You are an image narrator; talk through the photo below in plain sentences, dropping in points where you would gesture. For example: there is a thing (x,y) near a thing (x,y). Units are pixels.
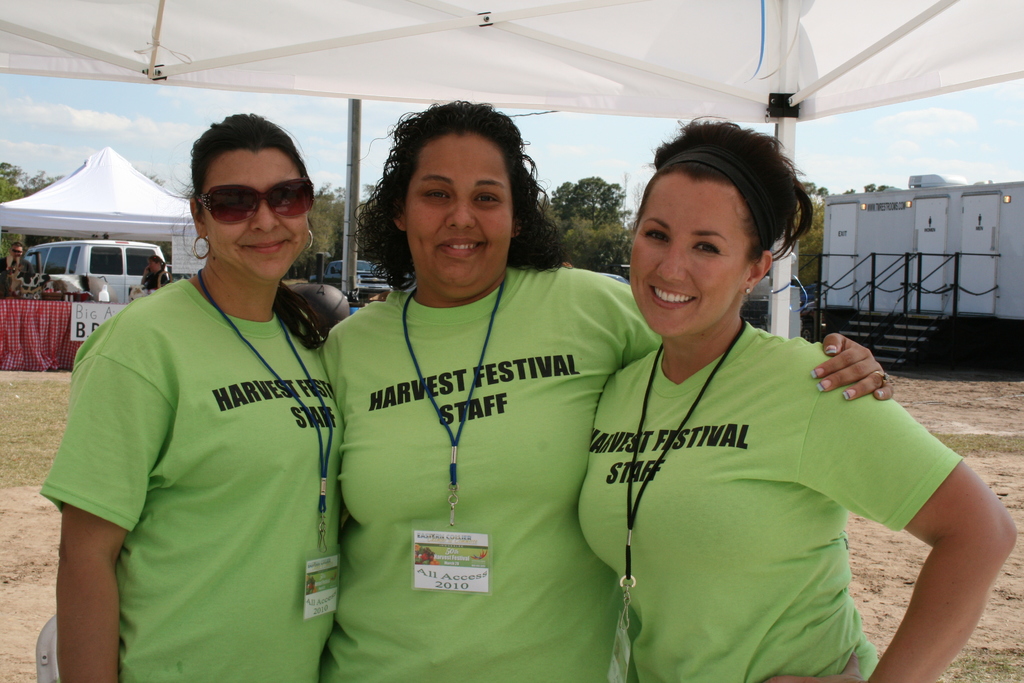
This image is taken outdoors. At the top of the image (385,39) there is a tent (772,53). In the background (612,204) there are many trees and there is a sky (168,105) with clouds (74,116). A few vehicles (364,267) are parked on the ground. On the right side of the image (884,207) there are a few restrooms (899,241) and there is a railing (871,286). On the left side of the image (133,180) there is a tent (137,189) and there is a table (56,319) with a tablecloth (66,342) on it and there is a board (87,318) with a text (76,313) on it. In the middle of the image (444,322) three women (302,420) are standing on the ground (963,662) and they are with smiling faces (217,236).
